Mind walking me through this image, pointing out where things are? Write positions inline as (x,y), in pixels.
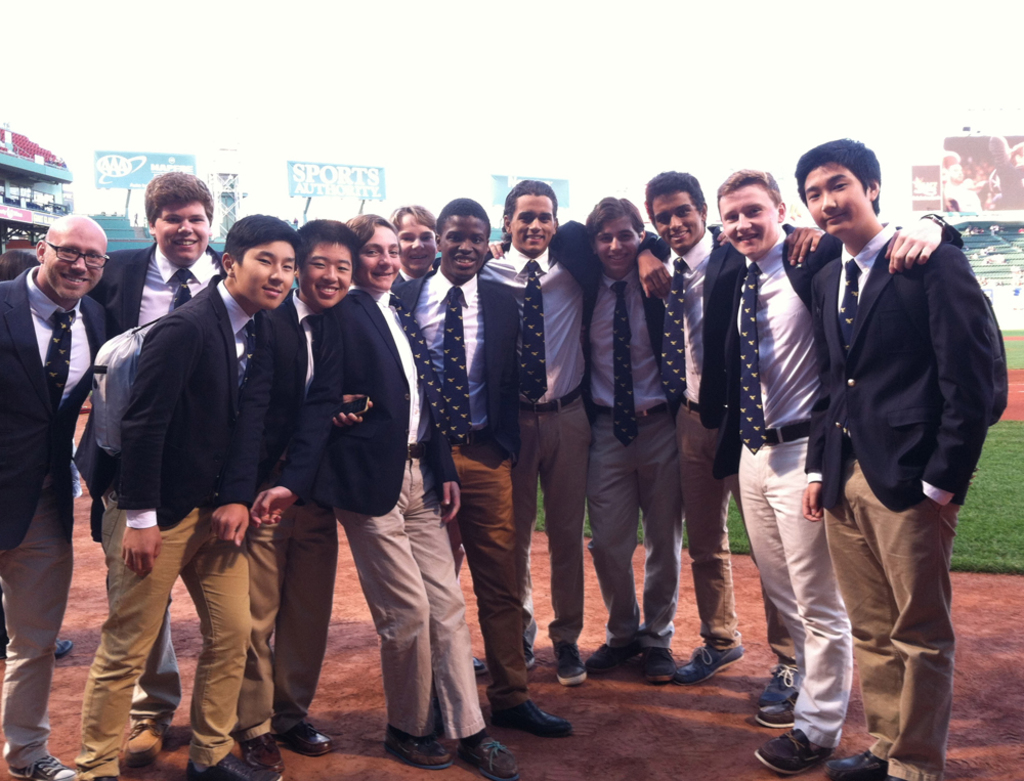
In this image there are few men (213,323) standing and smiling. They are wearing suits (133,410). Behind them there's grass (998,486) on the ground (1006,460). In the background (989,207) there are hoardings (964,166). There are images (945,167) and text (309,177) on the hoardings (305,165). To the left (21,174) there is a building (22,168). At the top (495,72) there is the sky (618,61).
